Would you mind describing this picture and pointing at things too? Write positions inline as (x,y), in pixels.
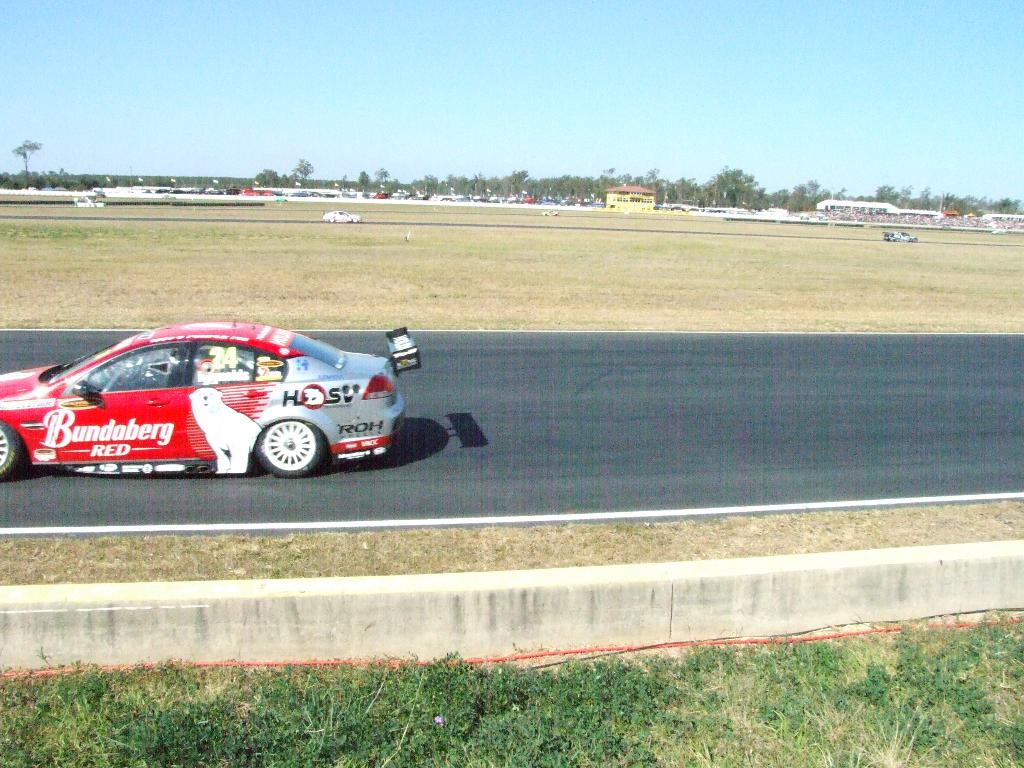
In this image I can see on the left side (322,397) a red color car (295,472) is moving at the bottom (718,739) there is the grass (718,704). At the top (599,84) there is the sky (599,84).
